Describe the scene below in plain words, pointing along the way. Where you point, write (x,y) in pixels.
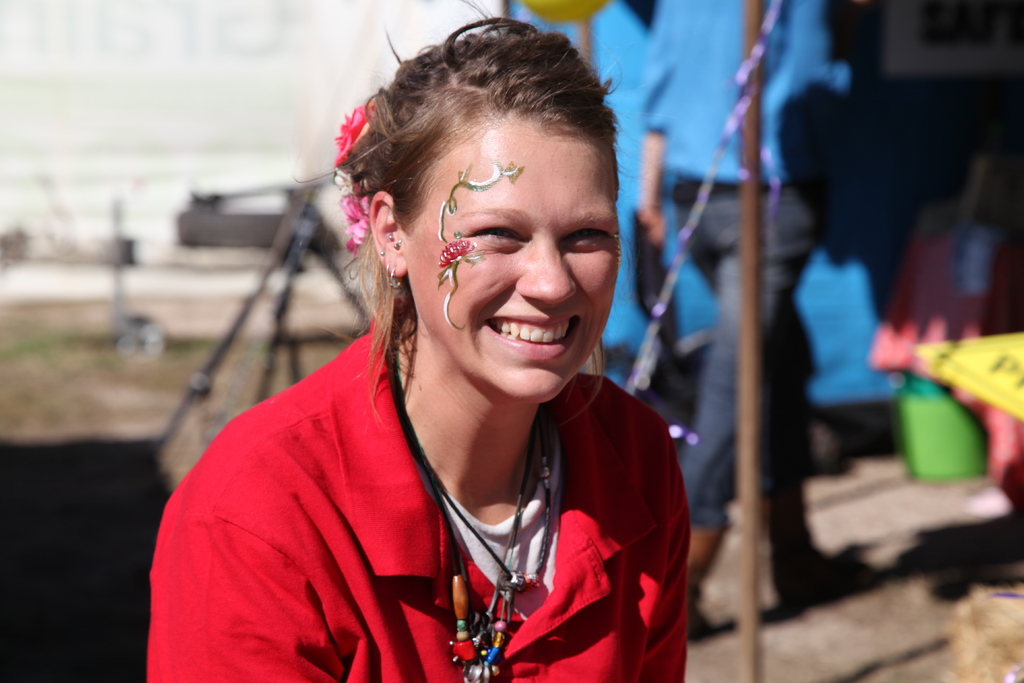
There is a lady (391,321) wearing chains (444,506) and smiling. On the face (455,253) of the lady (476,233) something is painted. On the hair (397,124) of the lady (373,139) there are flower (349,146). In the background (215,155) it is blurred. Some people (721,103) and a pole (755,117) is there in the background (750,134).
